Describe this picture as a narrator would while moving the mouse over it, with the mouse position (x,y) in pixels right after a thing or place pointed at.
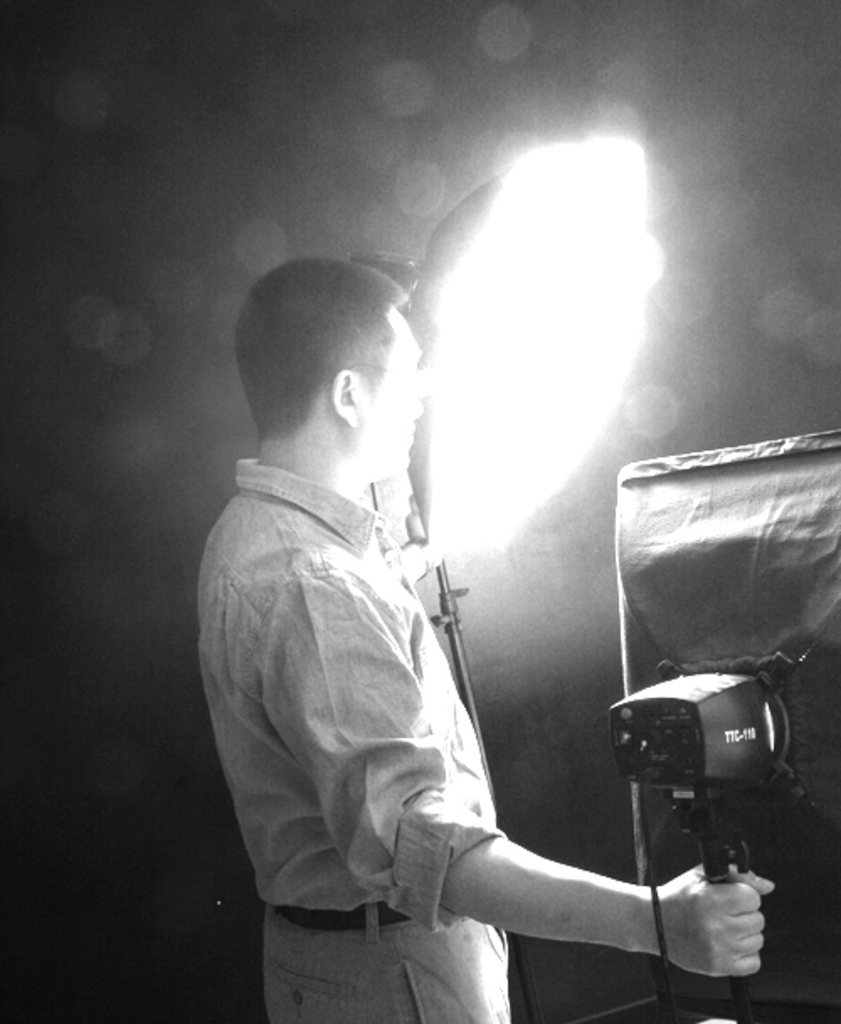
In this black and white picture we can see a person (381,1022) standing and holding a flashlight stand (727,870) with one of his hands (667,919).
